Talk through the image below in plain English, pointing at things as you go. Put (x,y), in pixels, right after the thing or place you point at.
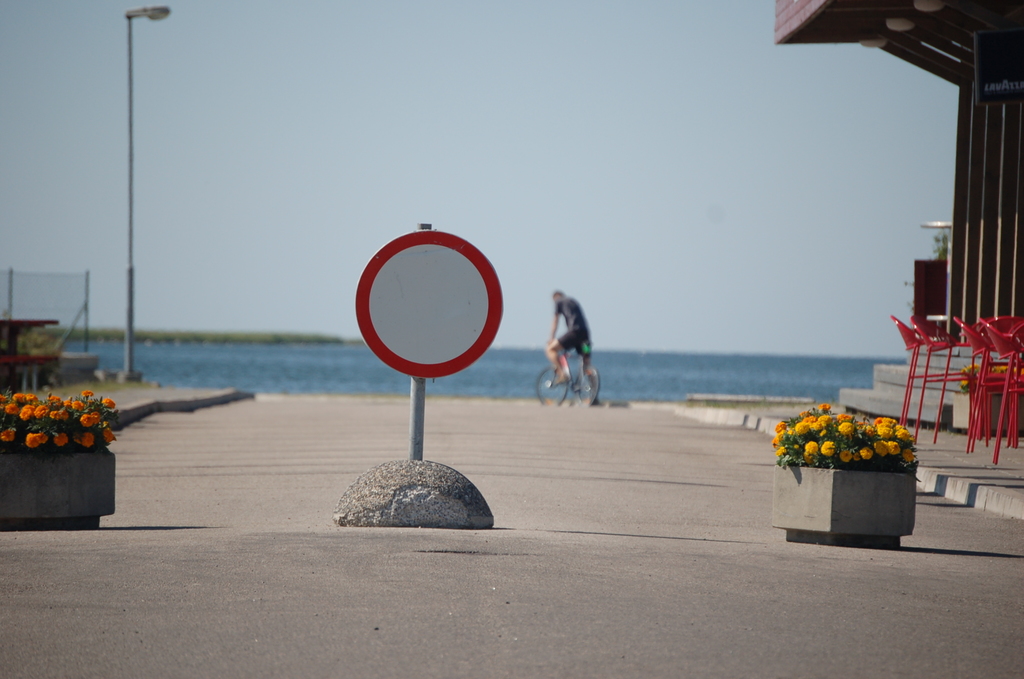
In the foreground of this image (460,346), there is a sign board (409,343) to which on both sides there are plants (830,453) on the road (616,487). In the background (562,355), there is a man (559,368) on cycle (549,387), river (705,369) and the sky (519,102). On right (978,285), there are stairs (878,383), chairs (1016,365) and a building (945,69).
